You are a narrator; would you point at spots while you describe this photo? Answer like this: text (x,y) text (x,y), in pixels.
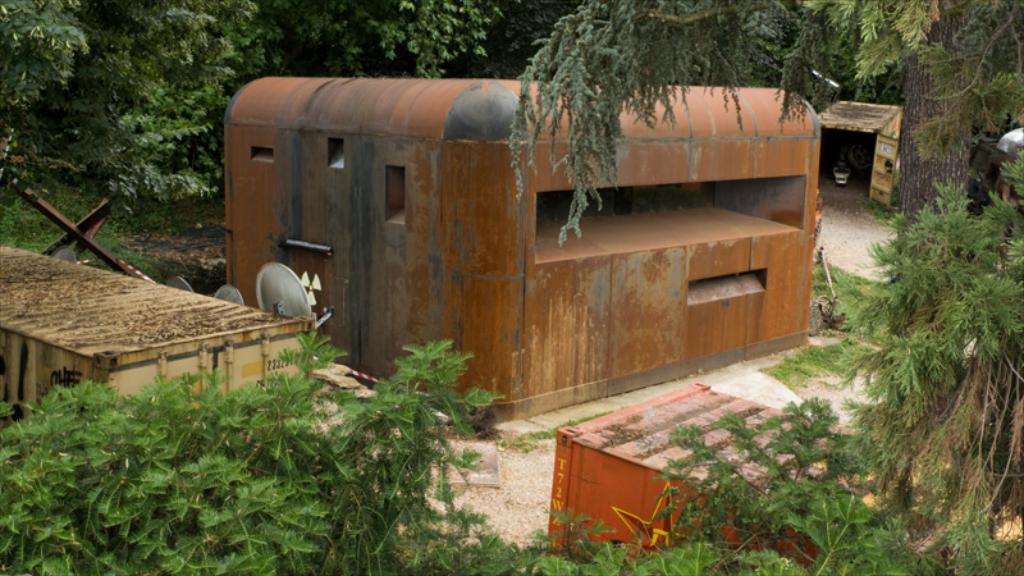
In this image I can see containers (594,476), trees (373,1), the grass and other objects (676,250) on the ground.
